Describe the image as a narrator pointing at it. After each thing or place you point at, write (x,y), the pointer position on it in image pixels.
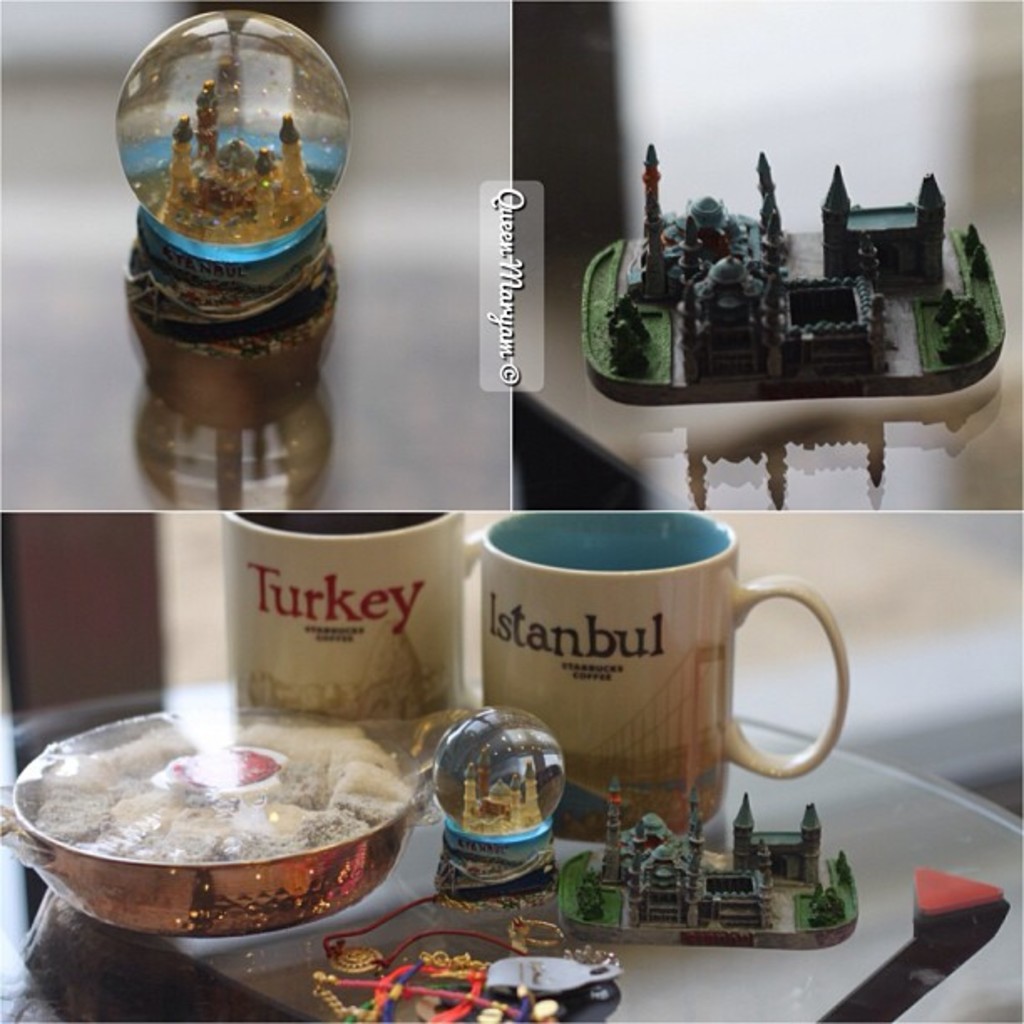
Here this is a collage image and at the top right (990,299) we can see something present and at the top left (259,239) we can see something present and at the bottom (709,708) we can see cups (387,537) present and a plate (235,733) and some other things (533,825) placed on a table (275,1002).
